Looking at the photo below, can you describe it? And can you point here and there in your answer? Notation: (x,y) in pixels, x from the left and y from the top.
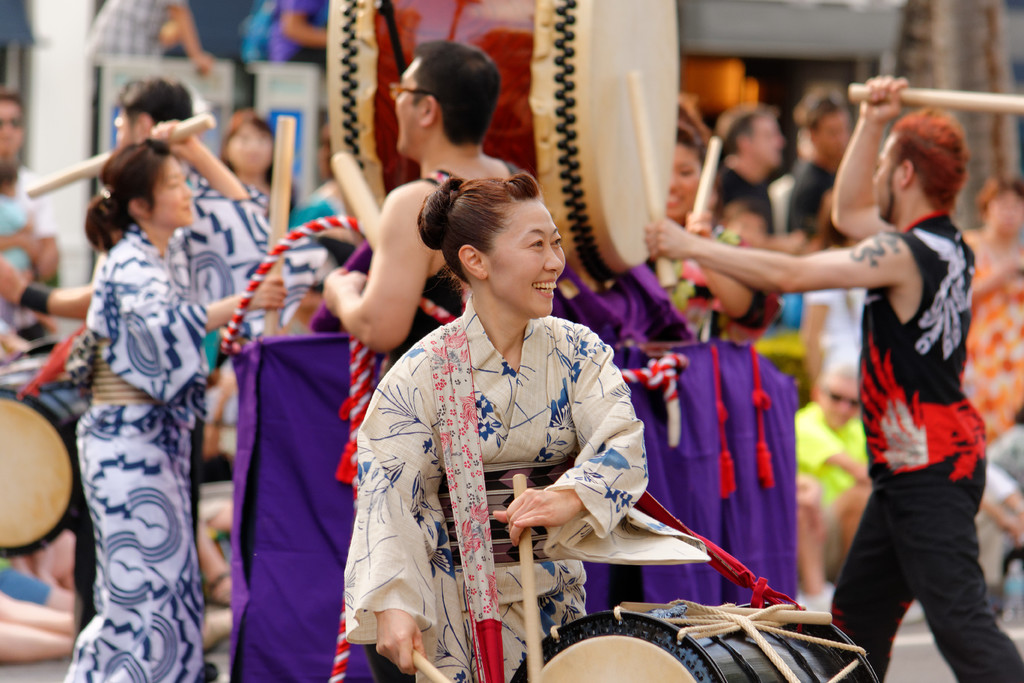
In this picture there are group of people (393,266) who are playing musical instruments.
